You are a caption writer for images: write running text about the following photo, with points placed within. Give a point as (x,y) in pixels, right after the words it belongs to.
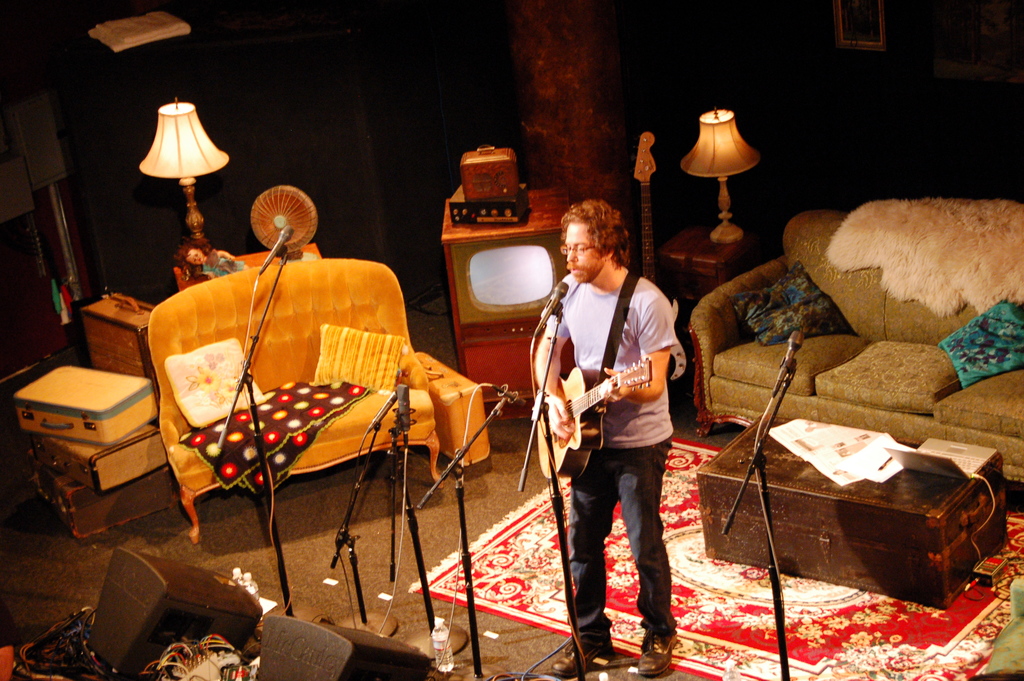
In this room (874,357) there is sofa (883,321) on the right side (884,369) and a table (873,488) in front of it and a carpet (804,621) on the floor (509,654). The man (587,314) singing on a mic (565,295) holding guitar (597,398) in his hand (565,427). There are mic (793,350) and mic stand (790,364) on the floor (536,647). Lamp (183,156) is placed on the table (267,253) behind small sofa (266,388) with cushion (241,394) and cloth (337,404) on it and beside there is a suitcase (447,398) and there is tv (468,368) beside the suitcase (470,387).
